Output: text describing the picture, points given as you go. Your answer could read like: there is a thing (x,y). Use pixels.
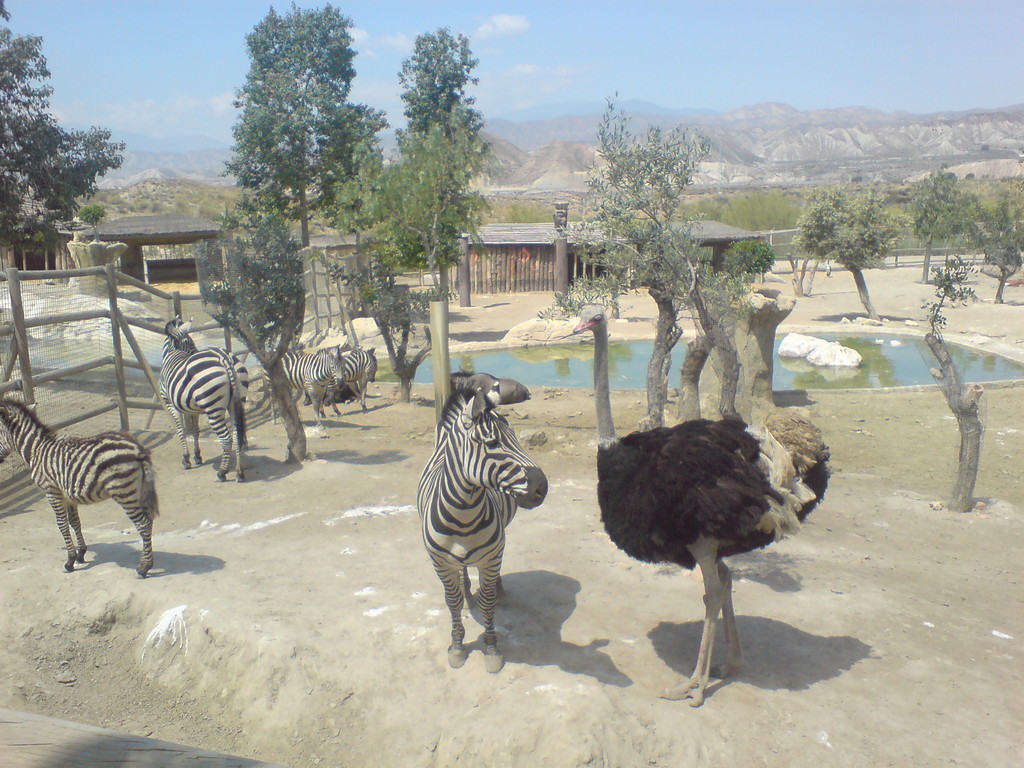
In this image, we can see zebras (208,363) and an ostrich (651,487). In the background (284,168), there are trees (424,210), sheds (608,262) and poles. In the middle (526,374), there is a pond (890,365).
